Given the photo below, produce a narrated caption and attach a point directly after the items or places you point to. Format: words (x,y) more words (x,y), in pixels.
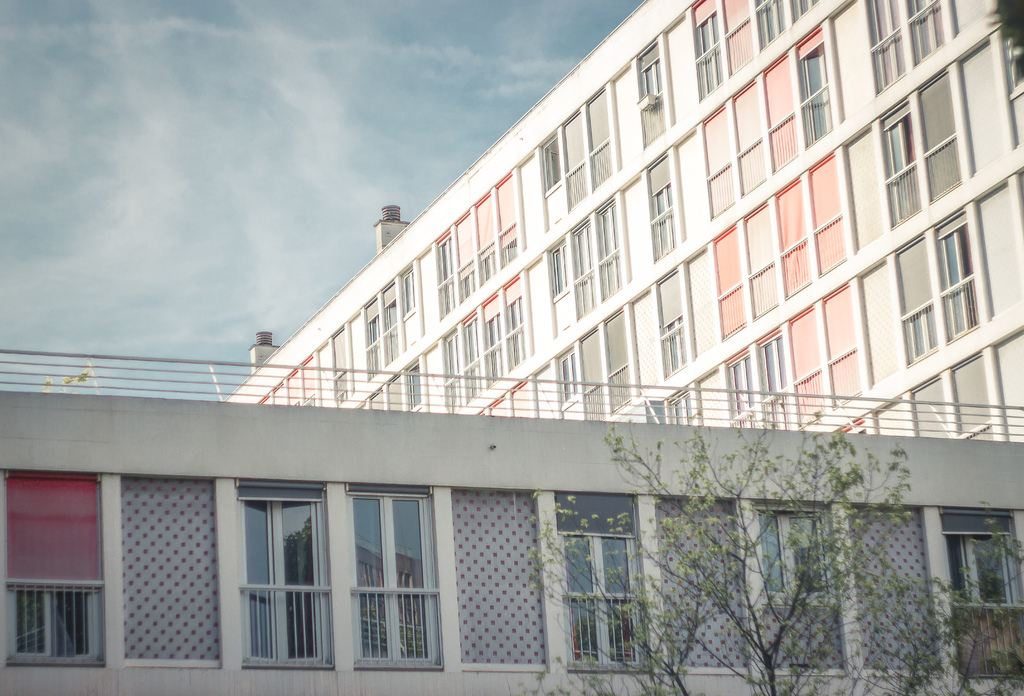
In this image at the bottom (225,505) and in the background (537,290) there are buildings (204,543), in the foreground (870,559) there are trees (954,614). At the top of the image (297,132) there is sky (243,211).
